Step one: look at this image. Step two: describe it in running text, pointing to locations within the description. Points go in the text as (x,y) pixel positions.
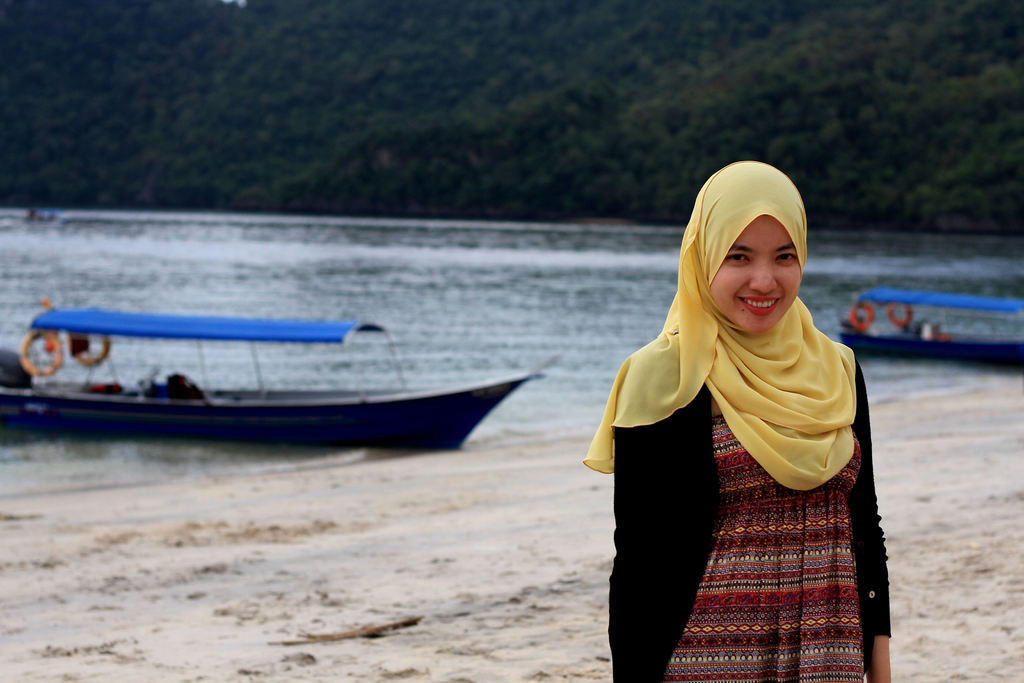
In this picture there is a girl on the right side of the image (716,656) and there are boats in the water (610,271) in the background area of the image (65,240), there are trees (620,99) at the top side of the image (579,27).
